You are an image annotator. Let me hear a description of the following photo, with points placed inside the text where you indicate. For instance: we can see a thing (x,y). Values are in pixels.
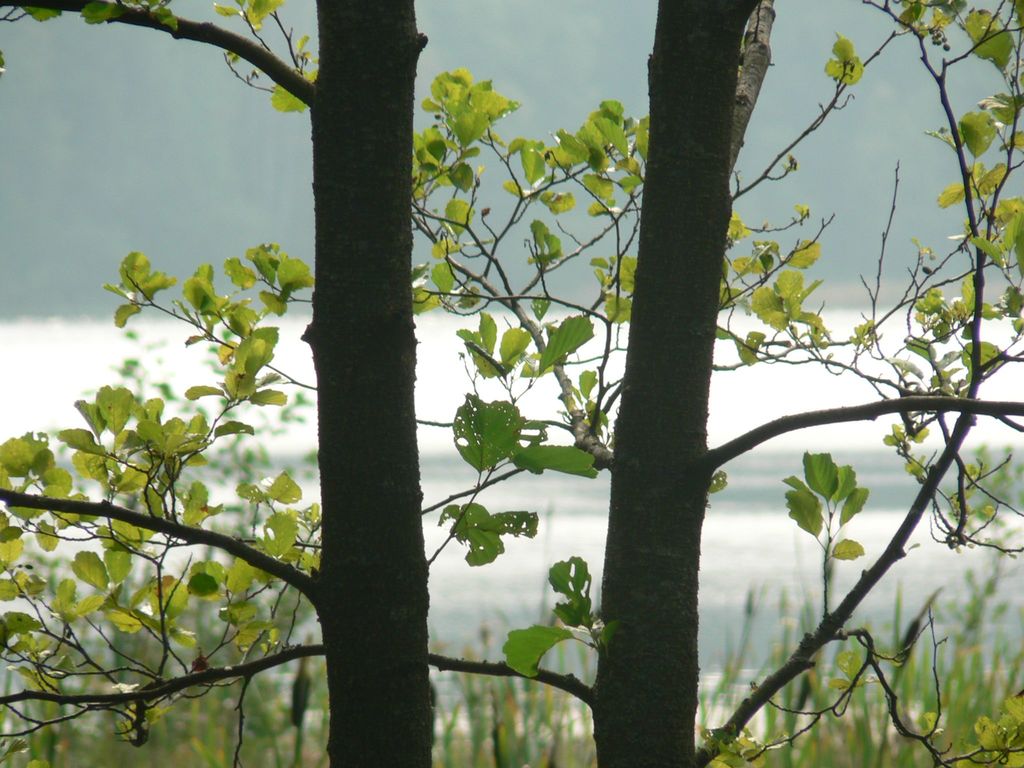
In the image we can see the trees (956,547) and in the background (467,241) the image is blurred.
